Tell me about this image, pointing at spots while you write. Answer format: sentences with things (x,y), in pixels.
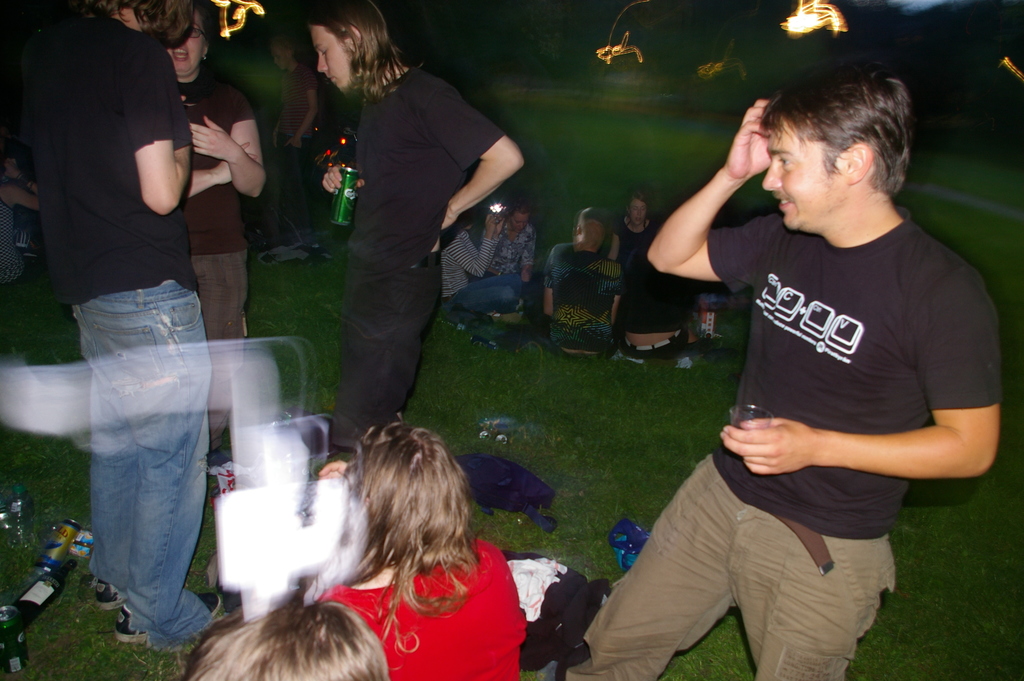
This picture is clicked outside. On the right (805,253) there is a man (812,267) wearing black color t-shirt (790,277), holding a glass (749,416) and standing on the ground (683,653). In the foreground (375,577) we can see the two persons (365,602) seems to be sitting on the ground (622,514), the ground (548,412) is covered with the green grass (548,403) and there are some objects (549,573) placed on the ground (522,435). On the left (218,155) we can see the group of persons (218,155) wearing t-shirts (179,101) and standing on the ground (339,236). The background of the image (623,262) is blurry and we can see the lights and group of persons (617,294) sitting on the ground (553,353).
